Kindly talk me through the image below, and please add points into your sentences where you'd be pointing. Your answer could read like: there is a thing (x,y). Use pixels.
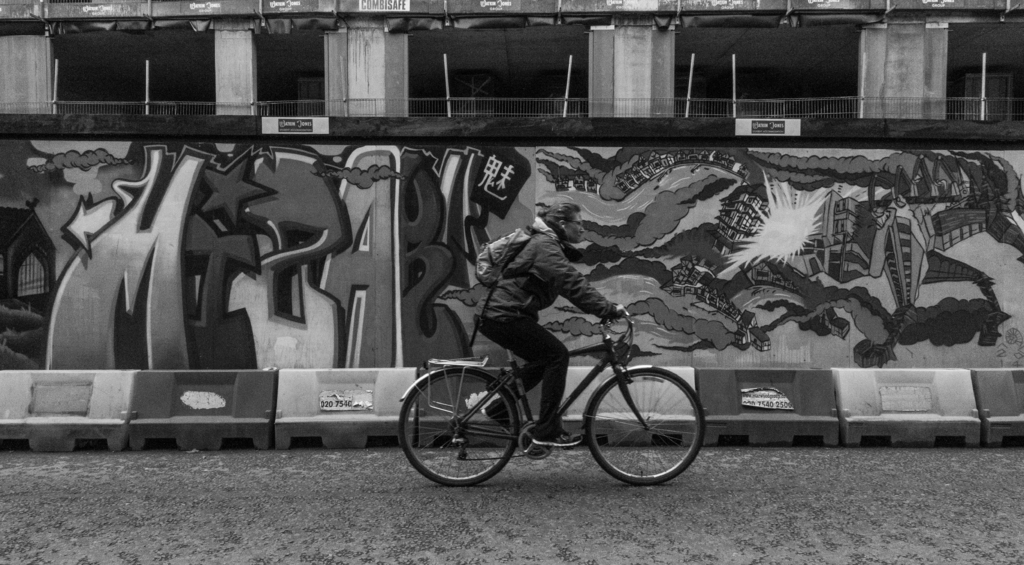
In the center of the image (523,314) we can see a person (541,361) riding a bicycle (589,447). In the background (585,172) there is a wall (158,224) and we can see a graffiti (380,229) on the wall (937,220). At the bottom (534,508) there is a road (648,512).
